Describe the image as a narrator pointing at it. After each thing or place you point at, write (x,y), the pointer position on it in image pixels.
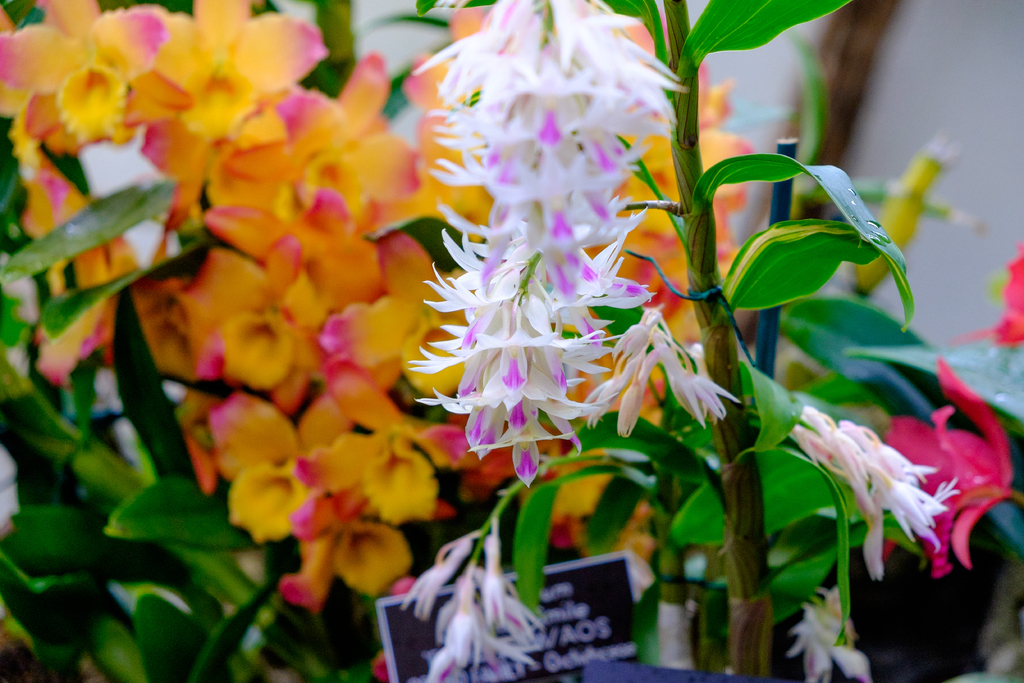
In this image I can see few flowers (559,308) in white, purple, orange and pink color and I can see few leaves (790,515) in green color. In front (597,581) I can see the board (610,580) in black and white color.
